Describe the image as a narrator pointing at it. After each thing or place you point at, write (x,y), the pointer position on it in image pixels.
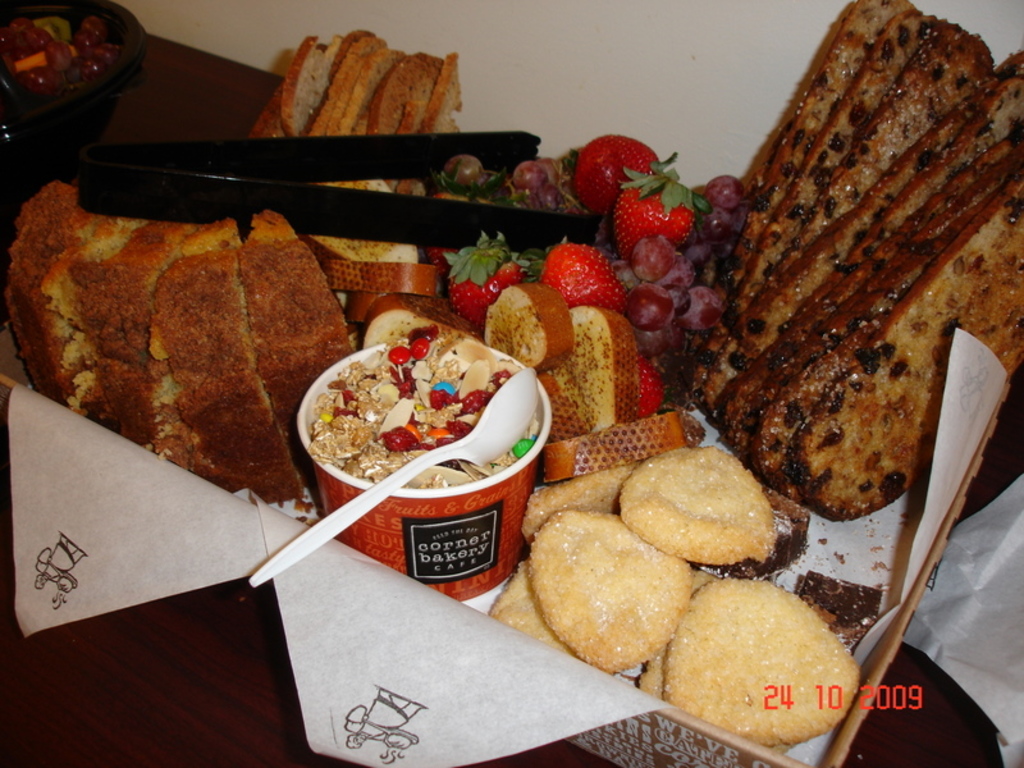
In this image there is a box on a wooden surface (132,648). In the box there are food (600,304). There are biscuits (581,577), bread (423,301), strawberry (510,254), grapes (681,288) and toast (784,289) in the box (826,585). There is a glass (454,520) and a spoon (387,490) in the box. On the food (442,175) there are tongs (400,160). At the top (526,48) there is a wall (470,48).
